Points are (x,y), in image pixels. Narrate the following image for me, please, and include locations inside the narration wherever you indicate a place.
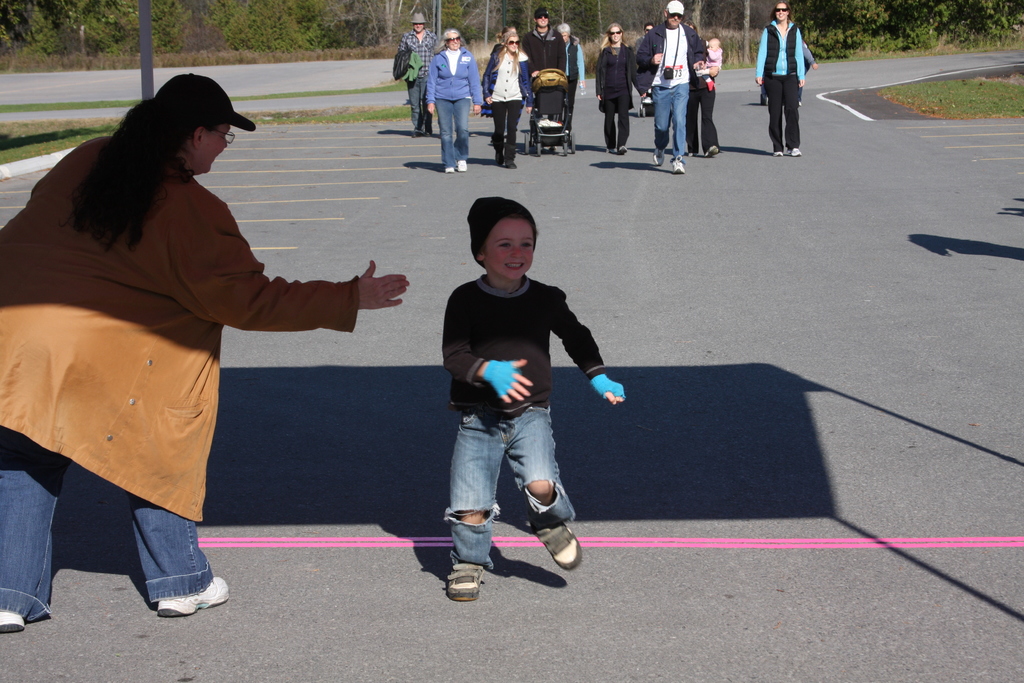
In the center of the image (460,359) there is a kid (455,452) running. There is a lady (7,594) wearing a brown color coat (192,221). In the background of the image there are people (681,171) walking on the road (776,317). In the background of the image (876,12) there are trees (703,15) and grass (369,108).
